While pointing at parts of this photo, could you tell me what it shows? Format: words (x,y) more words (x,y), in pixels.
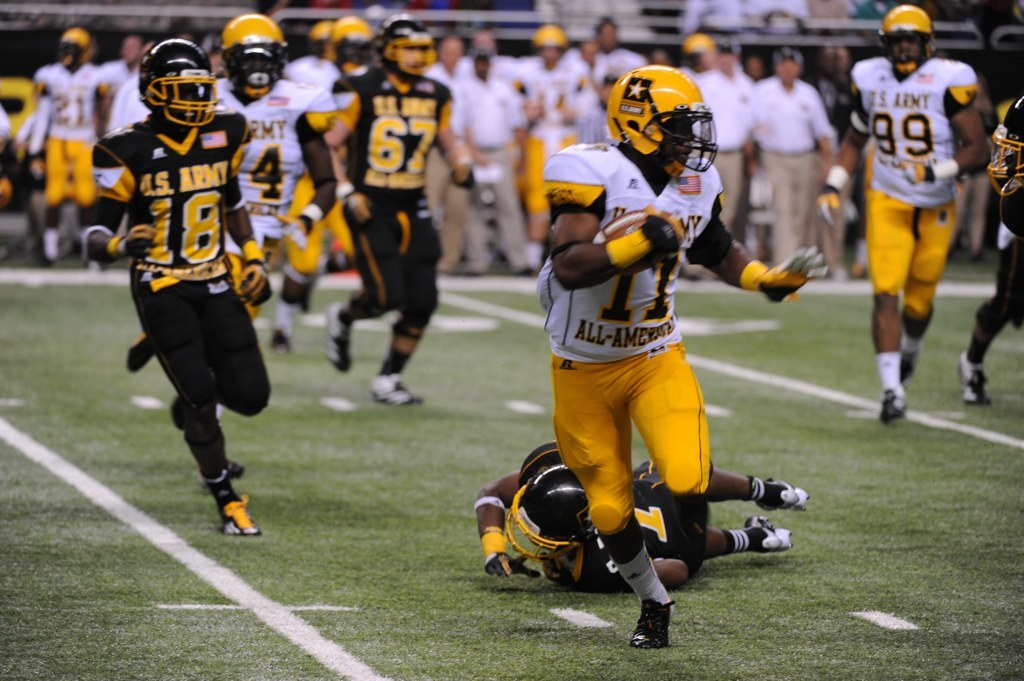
In the picture we can see a running surface (900,530) with some people (629,176) are running and they are in a sportswear (185,321) and behind them, some people (43,114) are standing, they are in a white T-shirts (712,93) and trousers (772,220).
